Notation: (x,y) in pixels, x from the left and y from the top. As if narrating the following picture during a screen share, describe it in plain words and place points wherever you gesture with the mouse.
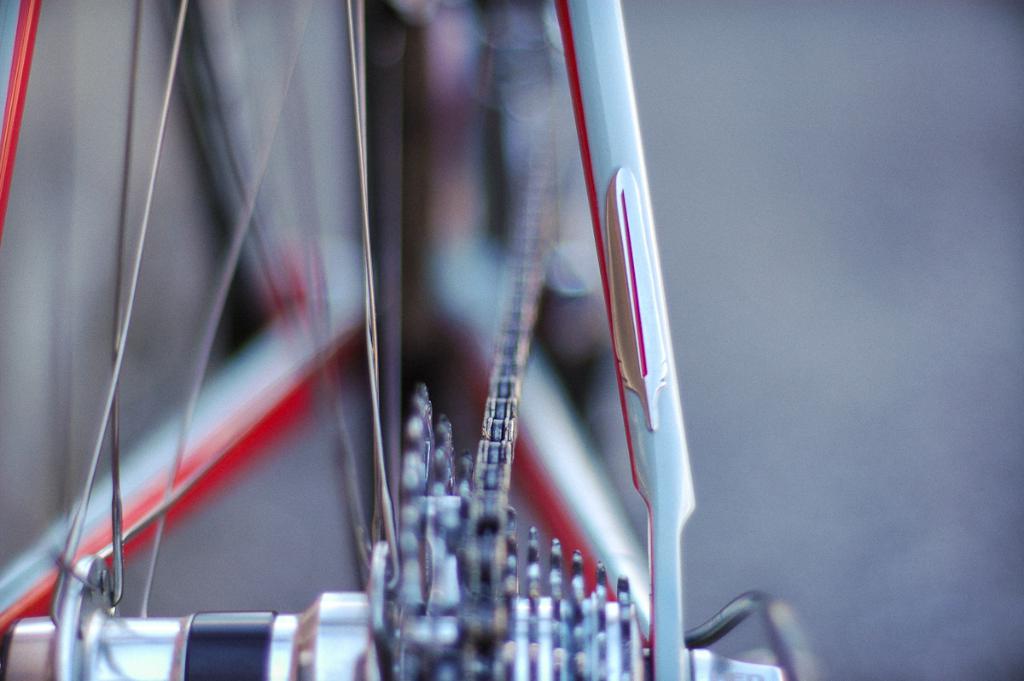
In this image I can see a cycle wheel (377,491) and chain (499,601). Background (477,362) is blurred.
